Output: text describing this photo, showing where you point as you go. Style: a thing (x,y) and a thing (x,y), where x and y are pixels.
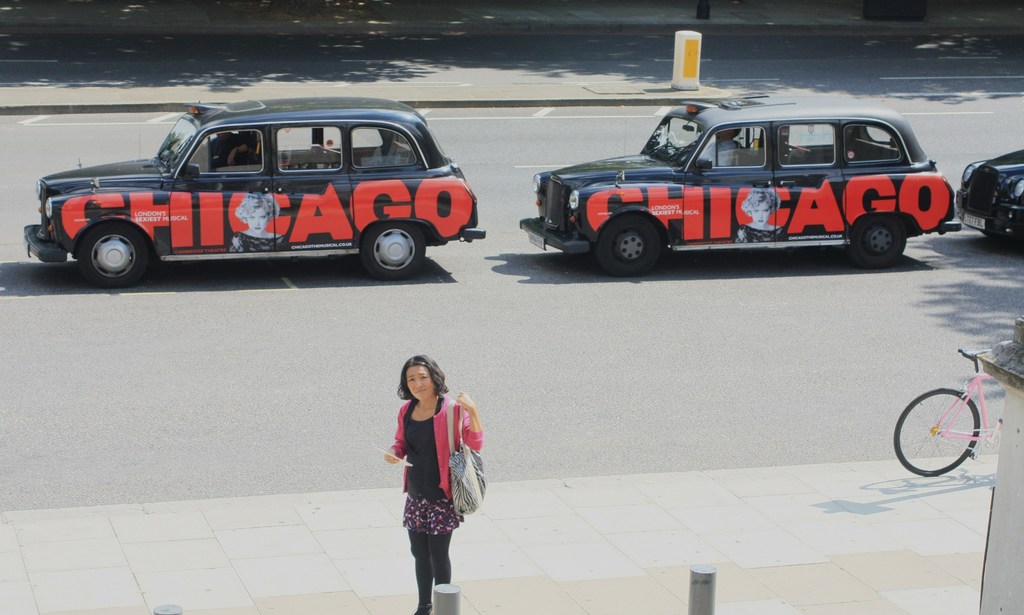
In the image we can see a woman (437,476) wearing clothes (430,446) and the woman (432,459) is standing, she is holding an object (411,465) in her hand (391,459), this is a handbag (471,483), road (531,423), bicycle (964,405), vehicles (548,244) on the road (526,151), white lines (538,116) on the road (534,125) and this is an object (686,67). We can see there are even people (224,149) sitting in the vehicle (208,250).
